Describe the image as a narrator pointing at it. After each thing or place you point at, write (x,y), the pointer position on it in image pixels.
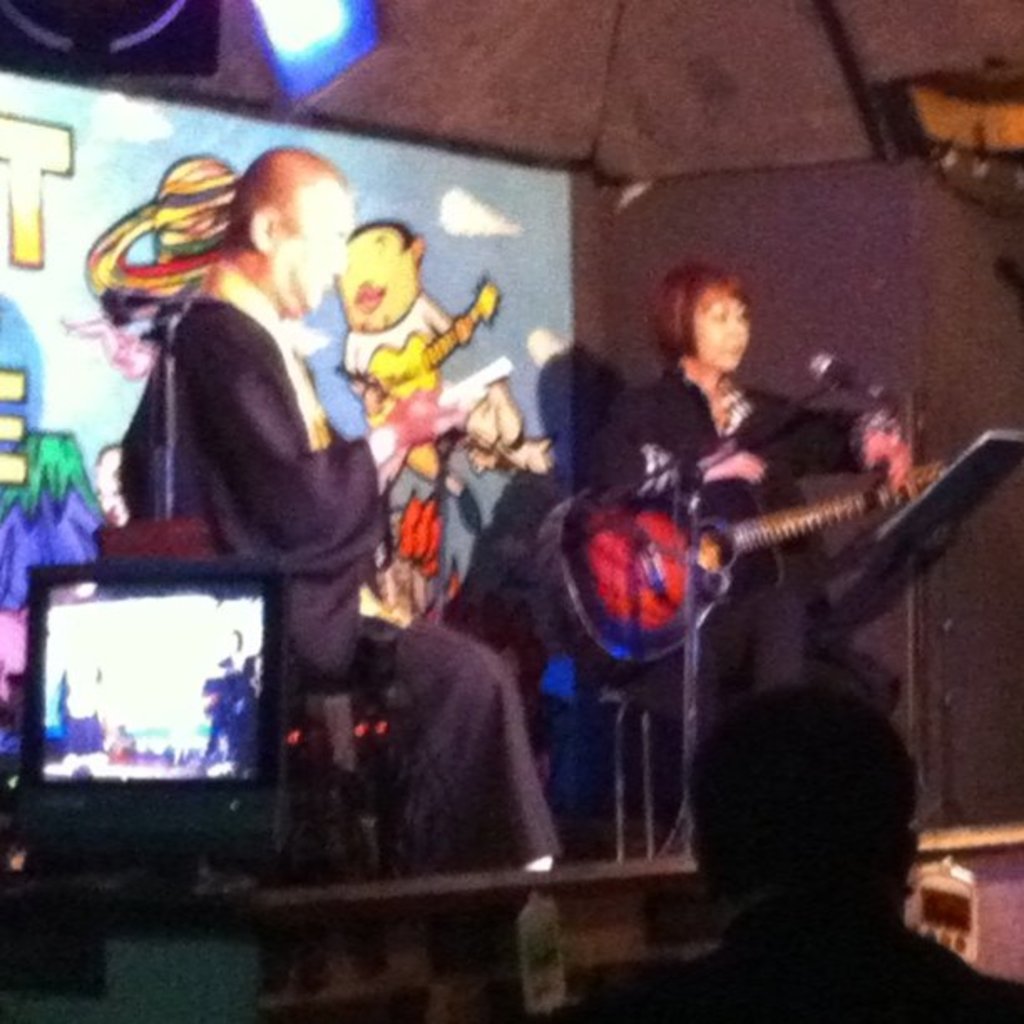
In this picture we can see a man (262,214) and a woman (717,392) sitting on the chairs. The woman (772,392) is holding a guitar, near the microphone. In the background (778,322) we can find a wall (778,340) with some paintings (124,340) on it. And to the ceiling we can see a light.
